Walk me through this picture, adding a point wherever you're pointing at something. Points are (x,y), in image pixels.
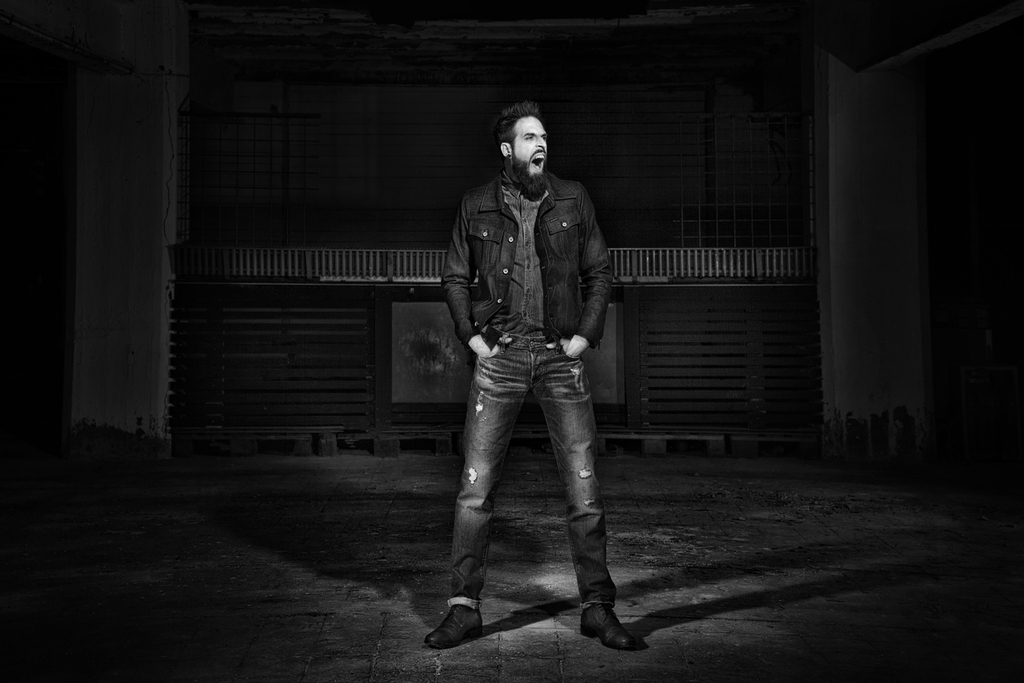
This image is a black and white image. This image is taken indoors. At the bottom of the image (329,631) there is a floor (635,616). In the background (814,157) there is a wall (815,234). There is a railing (434,271). In the middle of the image (523,279) a man (523,279) is standing.
